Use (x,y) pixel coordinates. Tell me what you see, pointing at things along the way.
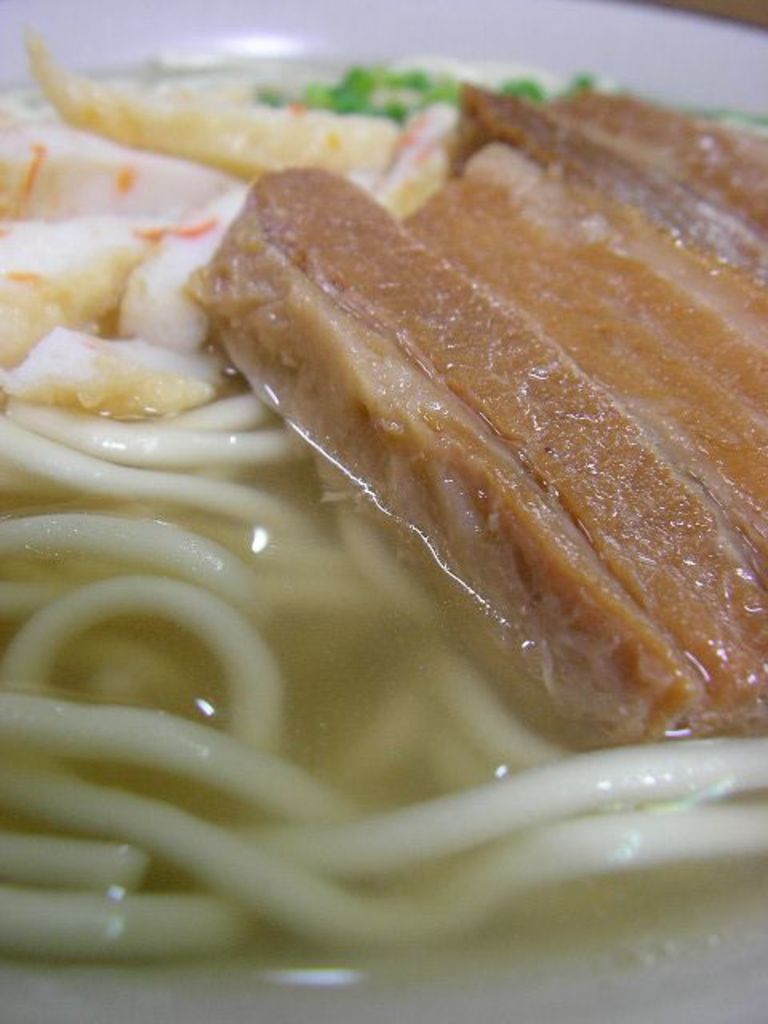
In the picture we can see noodles (234,768) and some food items (274,344) are kept on the white color surface (717,40).
